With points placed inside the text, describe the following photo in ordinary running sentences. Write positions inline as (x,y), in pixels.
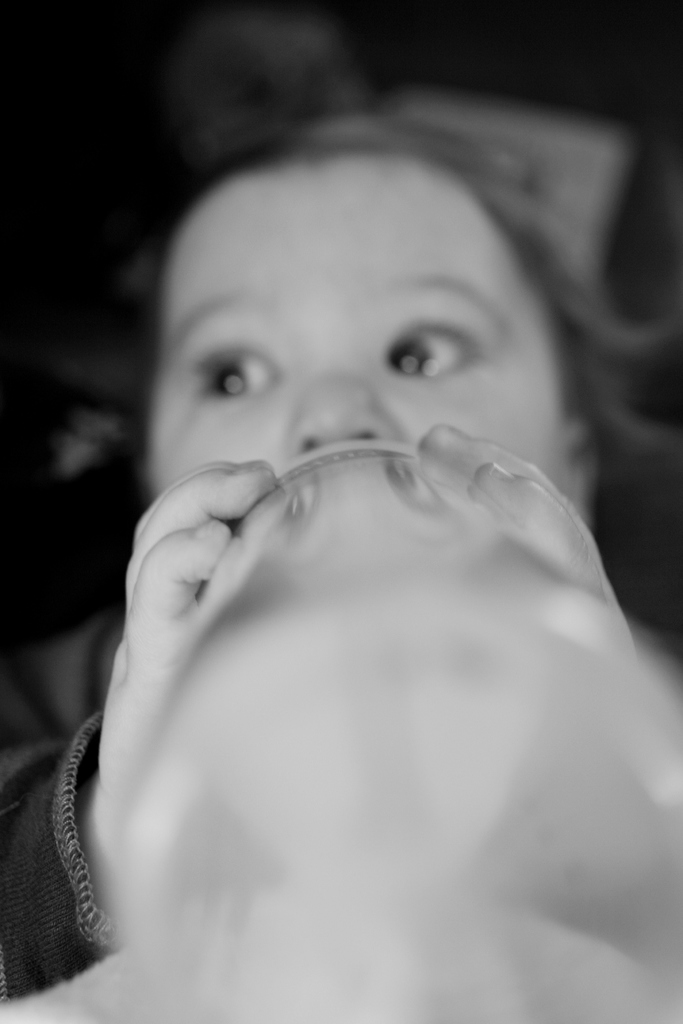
In this image we can see a baby (358,327) holding a bottle (420,597). There is a blur background (155,205) in the image.
